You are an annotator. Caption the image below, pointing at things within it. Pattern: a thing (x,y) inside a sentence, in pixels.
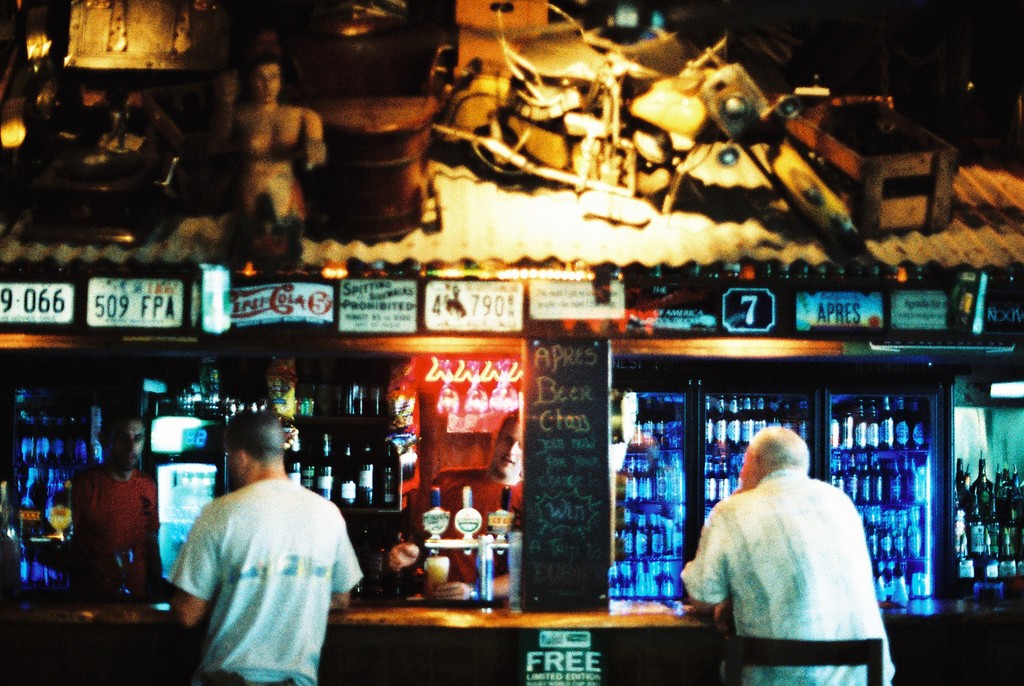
In this picture they are two men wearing white color t-shirt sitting in the bar counter (545,612). Behind you can see the bar counter (412,625) with many bottles (346,488) placed in the shelf (357,359). Above we can see the poster (348,297) on the wall (348,343).
